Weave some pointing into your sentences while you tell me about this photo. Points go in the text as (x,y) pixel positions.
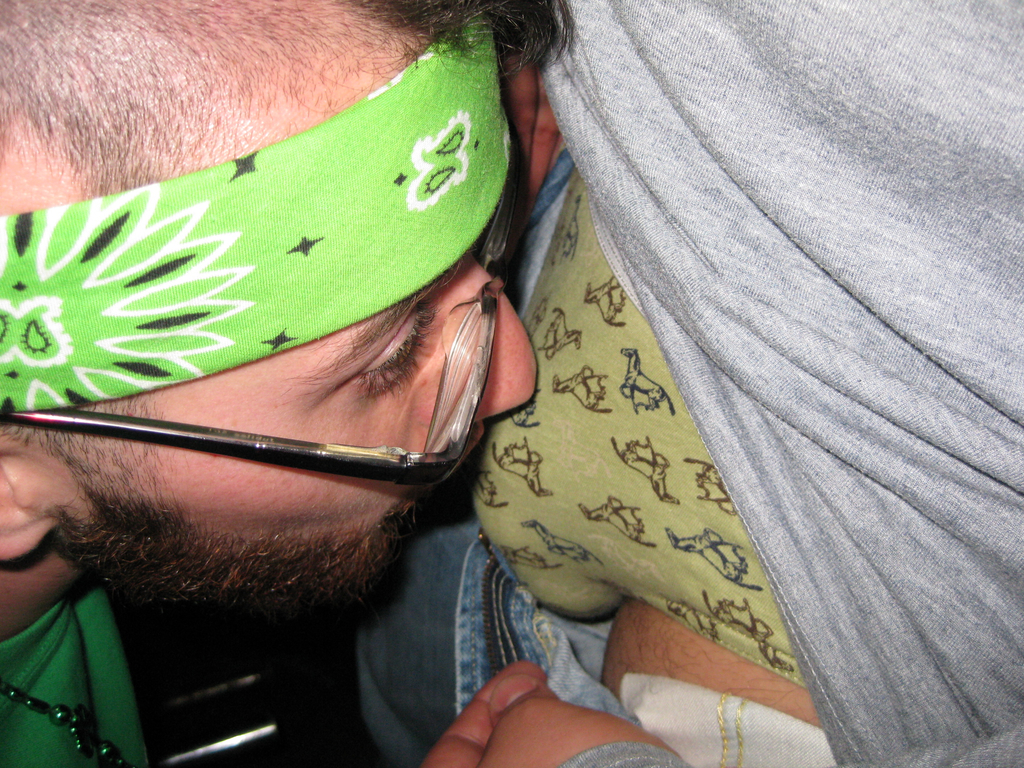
In this image we can see a person (262,428) wearing a head band (211,296) and spectacles (253,446) is leaning towards another person (427,695).
